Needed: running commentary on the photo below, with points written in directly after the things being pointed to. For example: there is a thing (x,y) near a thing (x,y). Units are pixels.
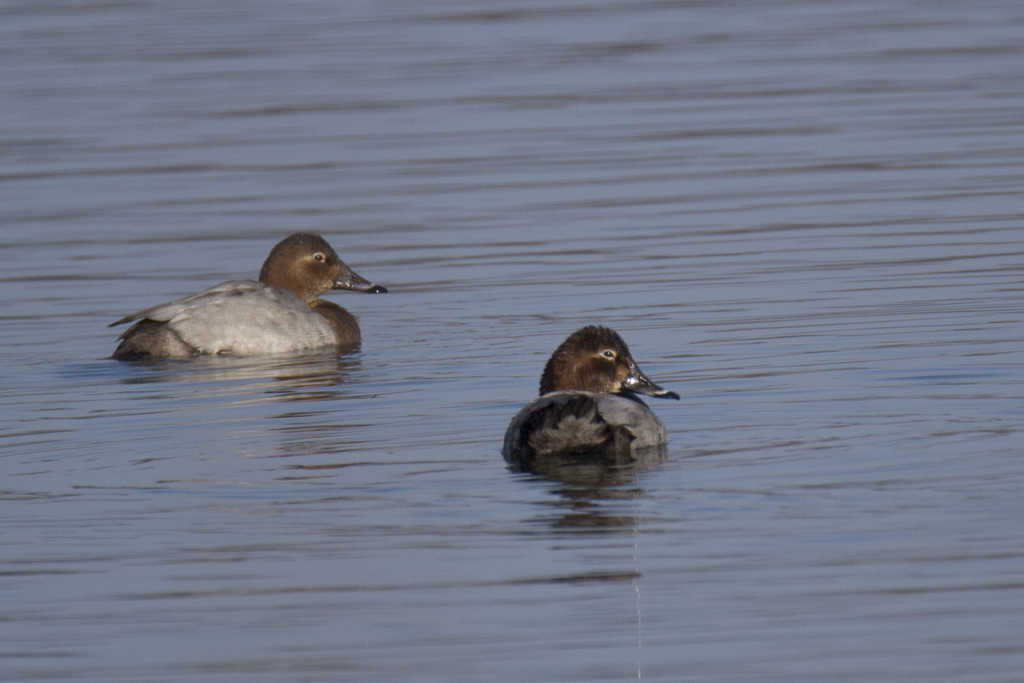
In this picture we can see two birds (165,350) on the water (623,190).
